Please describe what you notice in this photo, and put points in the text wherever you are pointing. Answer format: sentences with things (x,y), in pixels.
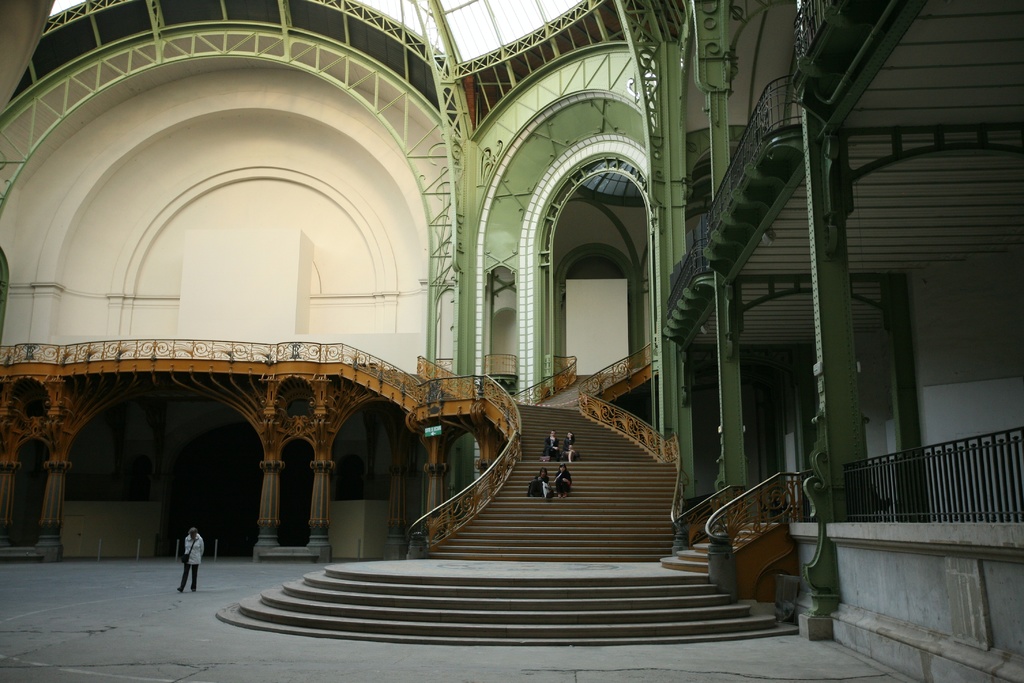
In this picture we can see a person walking on the ground (169,634) and in the background (540,516) we can see a building (754,483) and people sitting on steps (644,507).
